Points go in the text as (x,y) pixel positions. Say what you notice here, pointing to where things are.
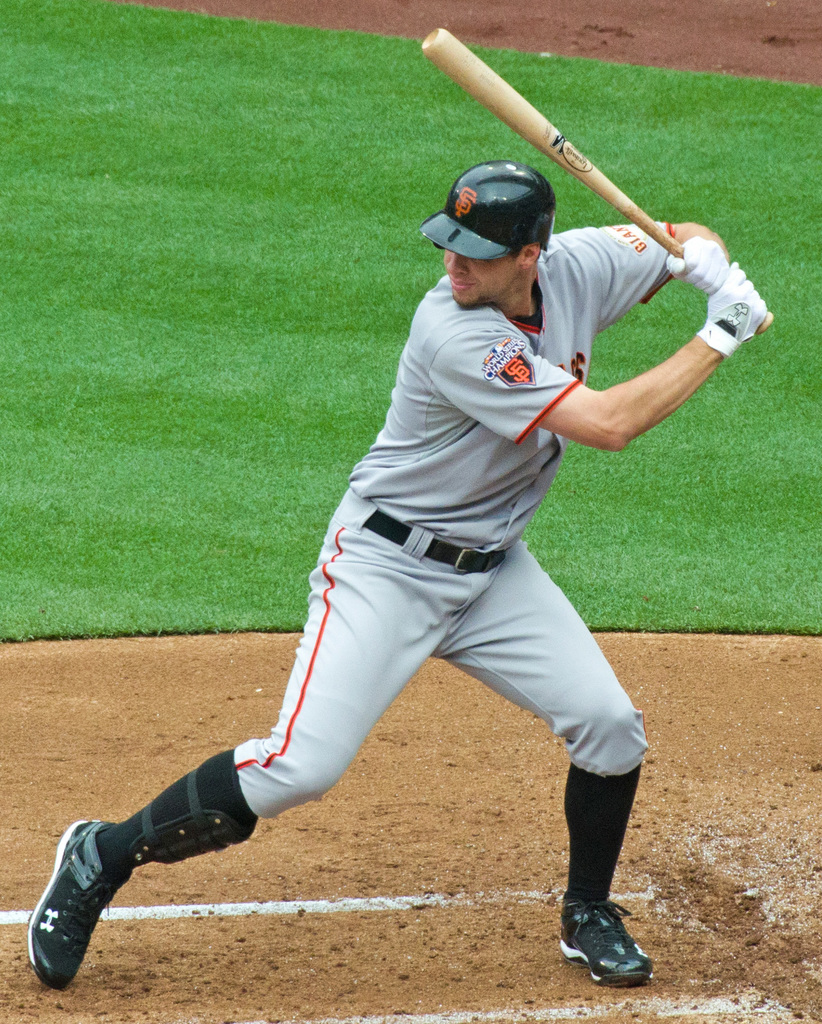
Here we can see a man (403,645) holding a bat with his hands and this is ground (759,750).
